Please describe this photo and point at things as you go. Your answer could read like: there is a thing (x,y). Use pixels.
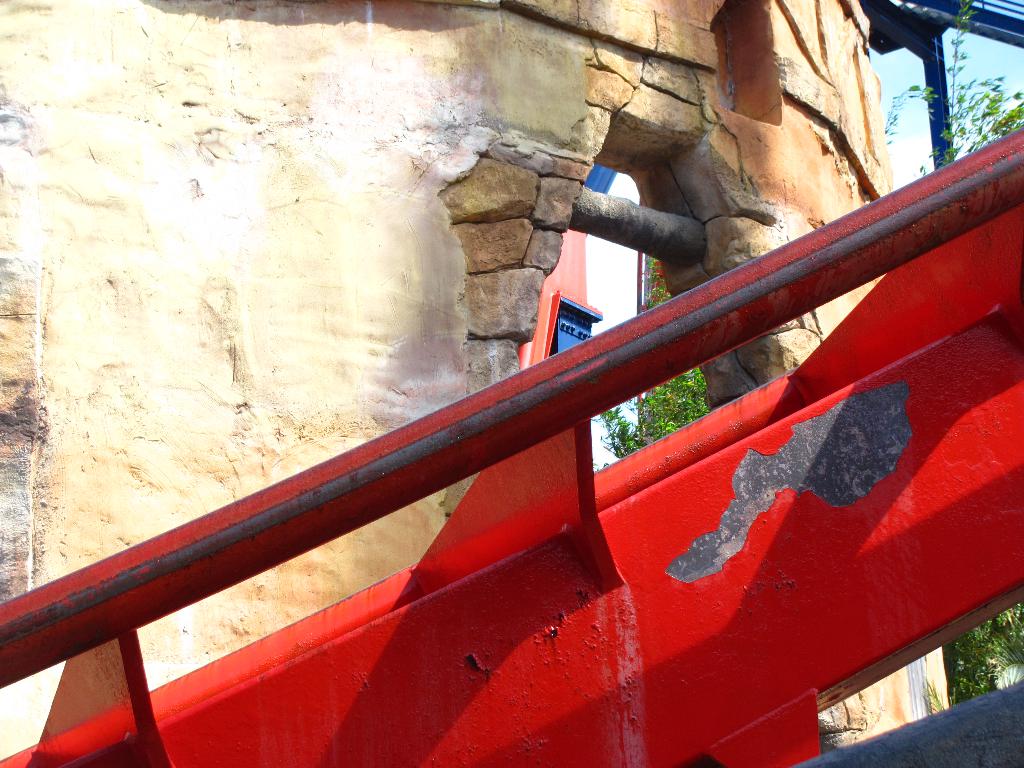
In this image there is an object (764,513) and a wall (383,235). In the background (620,257) there is a tree (966,134) and a sky (986,53).
